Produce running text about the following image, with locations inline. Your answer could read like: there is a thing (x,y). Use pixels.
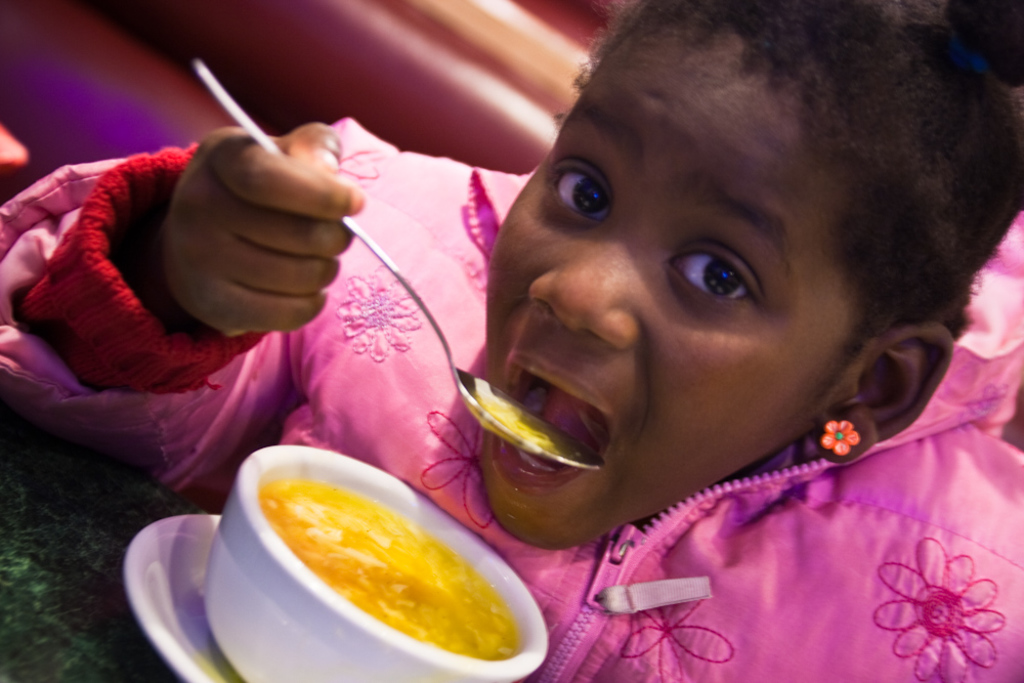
This girl (370,255) is highlighted in this picture. She is holding a spoon (419,304). In-front of this girl (483,433) there is a cup (224,593) with a saucer (170,645). In a cup (410,656) there is a food (430,568). I think she might be eating her food (541,447), as we can see this spoon (536,436) is near to her mouth (538,461). This girl (606,377) wore pink jacket (429,357) and earrings (847,437).
